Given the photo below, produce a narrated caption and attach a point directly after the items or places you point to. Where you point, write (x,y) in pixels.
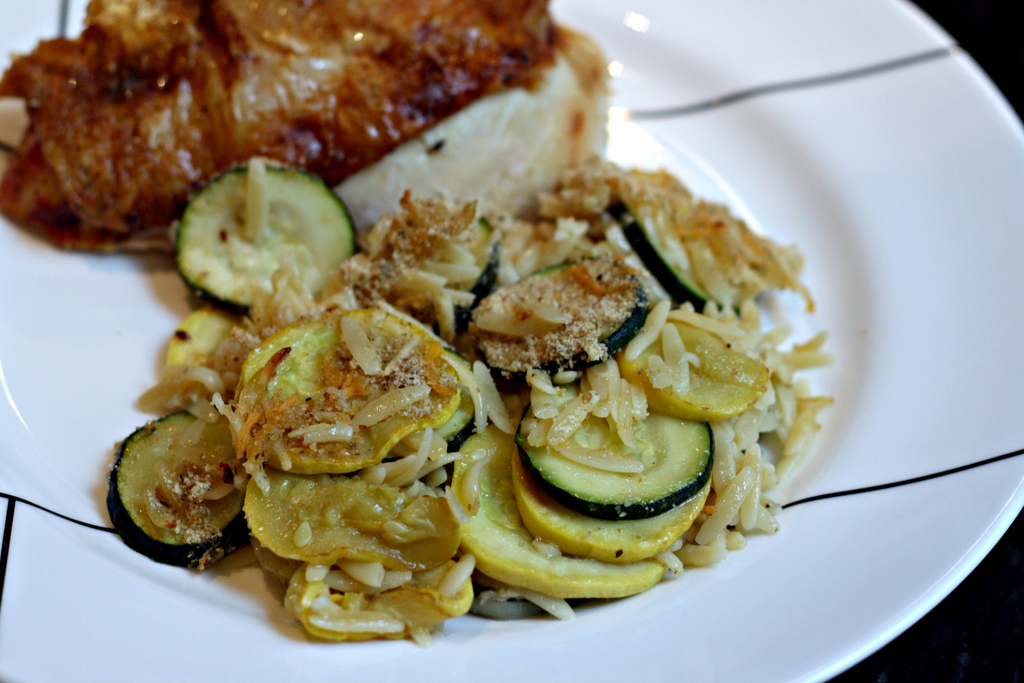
In this image we can see a plate (128,411) with some food (266,441) on it.
